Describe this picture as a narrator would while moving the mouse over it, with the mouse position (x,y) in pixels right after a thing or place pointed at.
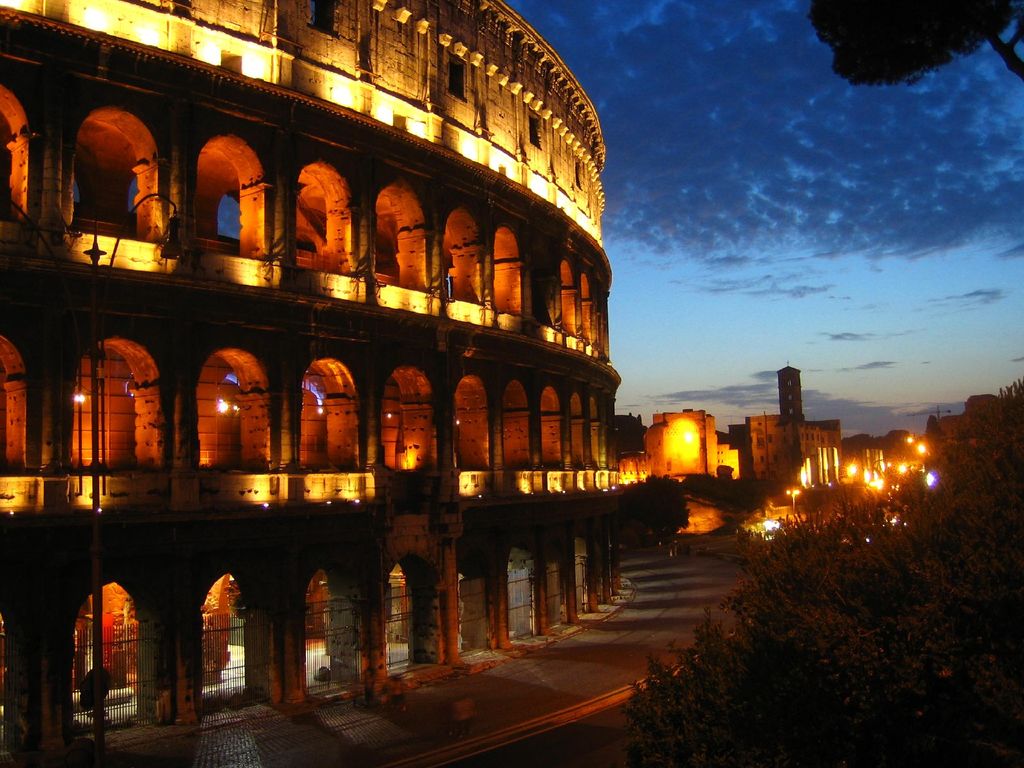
In the picture I can see buildings (615,542), trees (667,531), street lights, fence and some other objects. In the background (854,267) I can see the sky (816,288).
